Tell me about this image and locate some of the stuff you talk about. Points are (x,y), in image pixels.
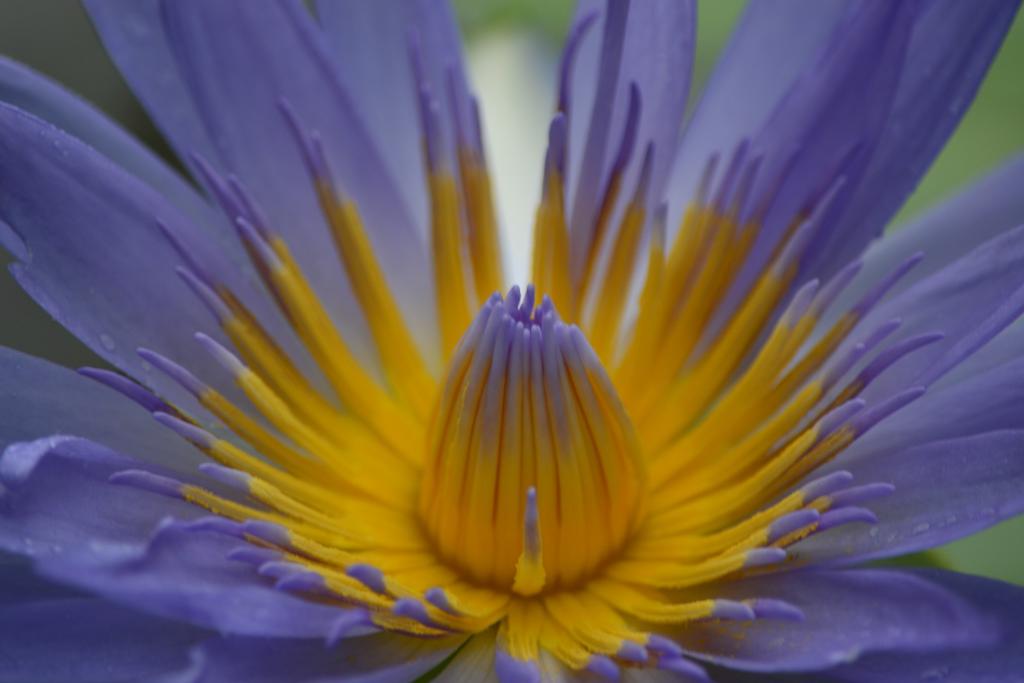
In this image I can see a flower (344,344). There is a blur background.
